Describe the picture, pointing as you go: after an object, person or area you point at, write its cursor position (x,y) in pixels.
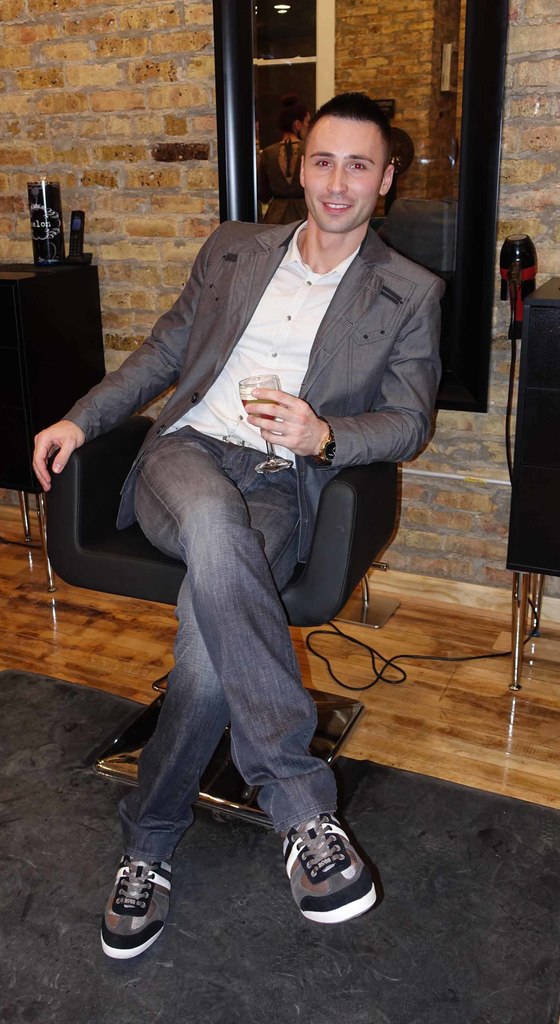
This image consists of a man (179,697) who is sitting in a chair (362,509), he wore grey color blazer (325,389) white color shirt (239,414) and grey color pant (229,655). He has glass (280,466) in his hand (303,440). He wore shoes (295,885). Beside him right side there is a hair dryer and left side there is some bottle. Behind him on the top (412,115) there is a mirror (393,192), in the bottom (350,687) there is wire (350,687) and carpet (229,826).
